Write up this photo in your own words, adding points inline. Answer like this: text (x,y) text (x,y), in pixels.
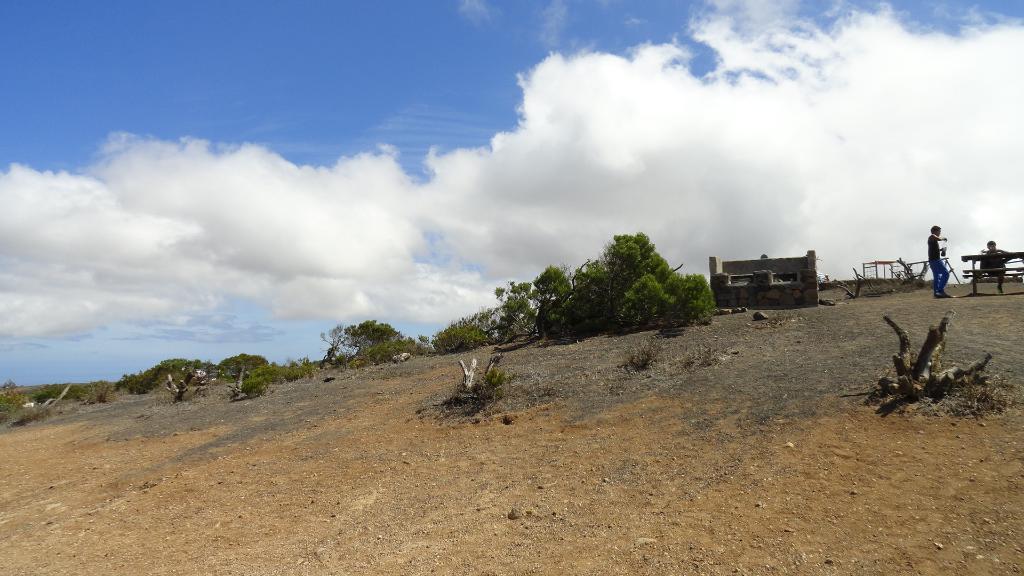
In this picture we can see wooden objects (466,378), grass (972,389), wall (800,293), table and bench (970,271). There are people (944,274) and we can see trees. In the background of the image (393,232) we can see sky (415,232) with clouds (480,237).
